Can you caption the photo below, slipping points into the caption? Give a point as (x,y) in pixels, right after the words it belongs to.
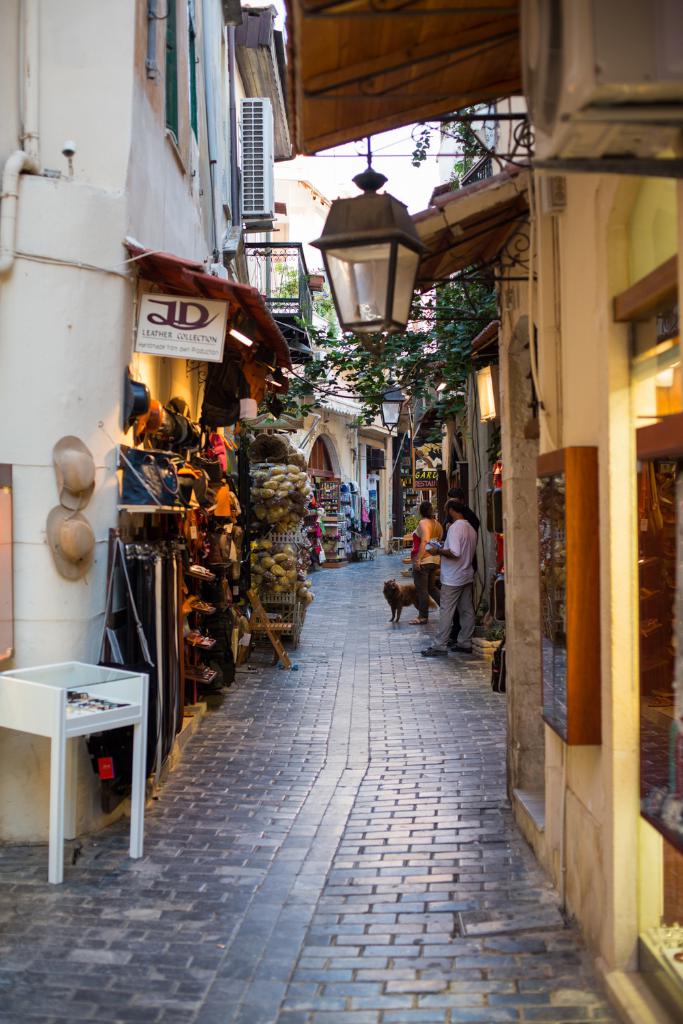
In this image we can see an animal (385,596) on the ground (371,591) and some people (426,550) are standing. On the left side of the image (72,538) we can see the hats (76,450) on the wall (123,206), some bags (159,458) and objects (236,567) placed on racks (186,584), a table (1,717) and some lights (240,338). In the background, we can see some buildings (287,204) with windows (649,625), air conditioner (266,178), some plants (330,304) and the sky (424,171).
